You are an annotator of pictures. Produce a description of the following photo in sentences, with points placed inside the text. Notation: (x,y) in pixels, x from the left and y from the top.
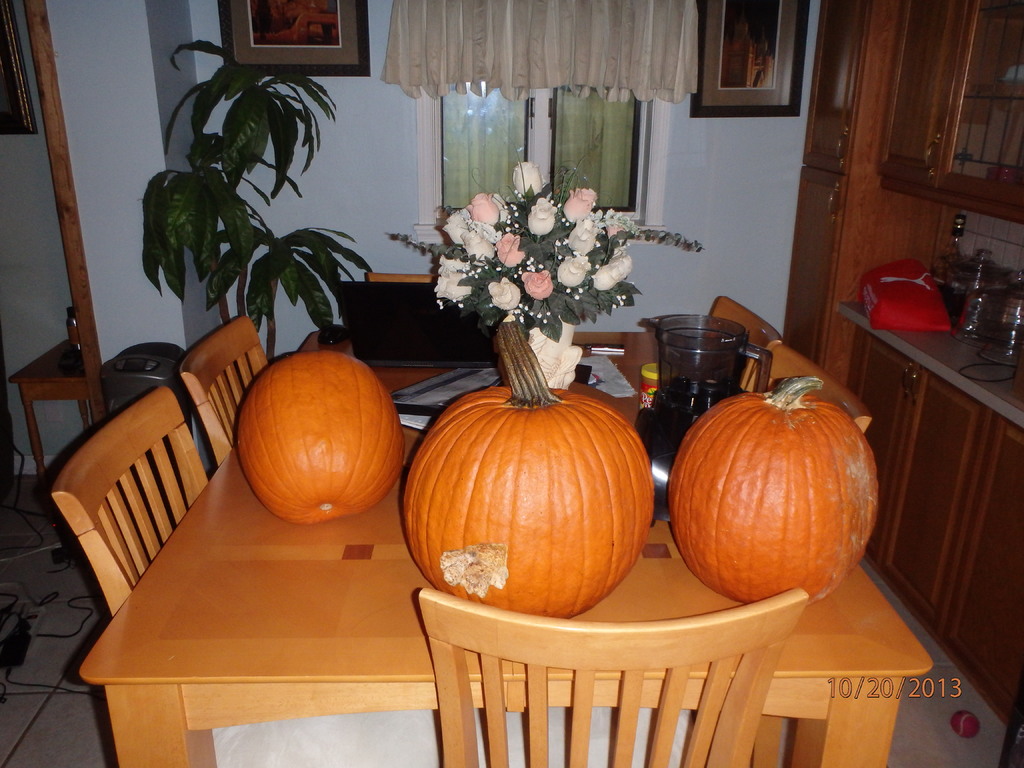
This picture shows pumpkins (572,466) on the table (844,744) and we see a plant (239,310) and few chairs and a photo frame (368,43) on the wall (365,119) and curtains (681,12) to the window (475,101).
